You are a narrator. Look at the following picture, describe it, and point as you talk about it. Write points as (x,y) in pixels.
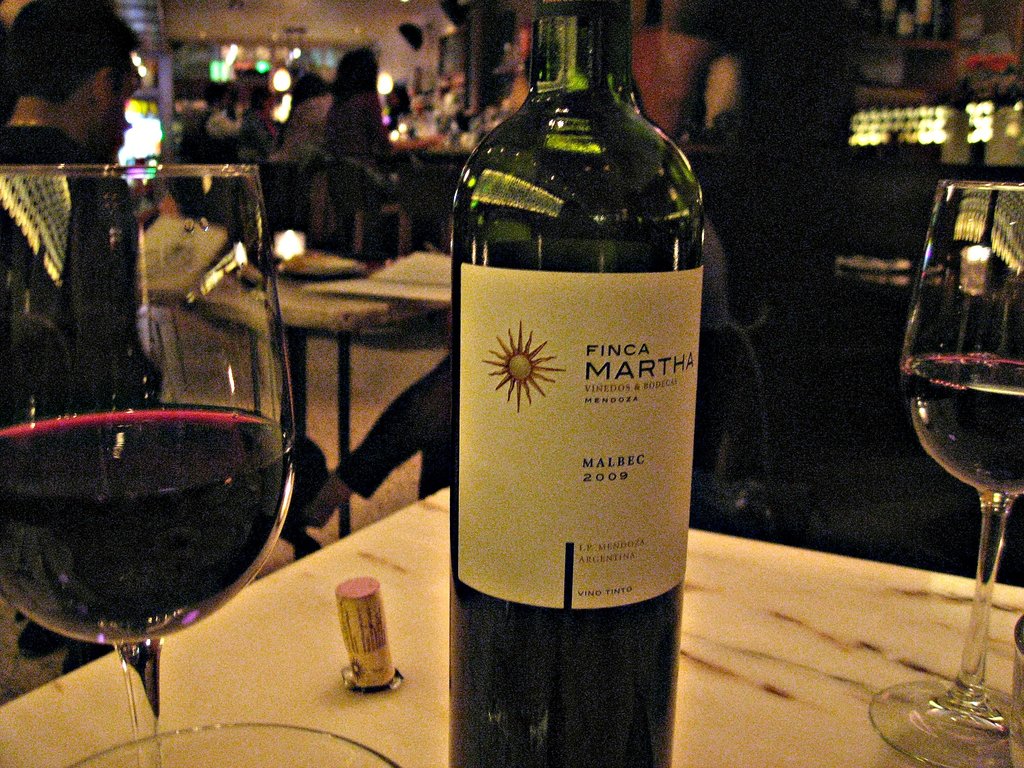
In this image in the middle (432,508), there is a table (395,642) on that there are glasses (1002,422) and bottle (589,526). In the background (858,293) there are some people (0,53), tables (390,332), lights (136,111) and wall (408,81).
